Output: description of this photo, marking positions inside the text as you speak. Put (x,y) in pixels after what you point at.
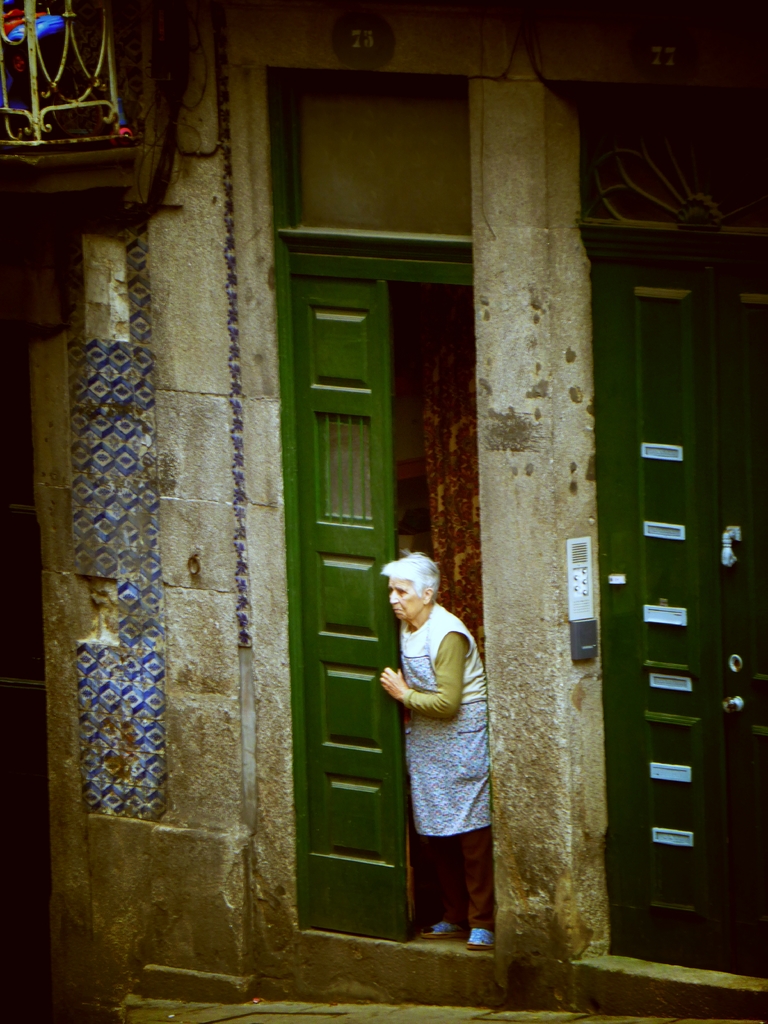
In this image I can see two green color doors (670,604) to a wall (195,551). Beside the door (345,491) there is a woman (460,869) standing and looking at the left side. In the top left (51,86) there is a metal object (58,76).
